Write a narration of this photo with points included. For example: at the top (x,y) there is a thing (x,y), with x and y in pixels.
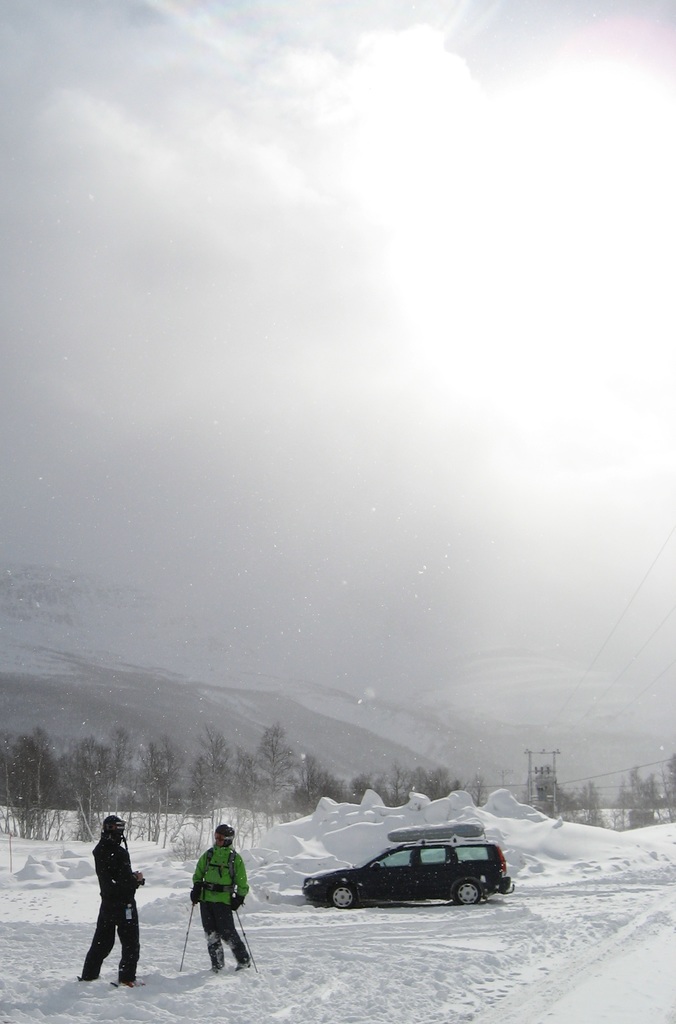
The man (210,889) in the green jacket (209,868) is holding skiing sticks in his hands (195,892). Beside him, the man (99,971) in black jacket (106,877) is standing. Behind them, we see a black car (391,896). At the bottom of the picture (396,961), we see ice (390,923) and there are many trees (271,766) and hills (383,756) in the background (216,687) and we even see transformer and wires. At the top of the picture (282,313), we see the sky (353,653).
